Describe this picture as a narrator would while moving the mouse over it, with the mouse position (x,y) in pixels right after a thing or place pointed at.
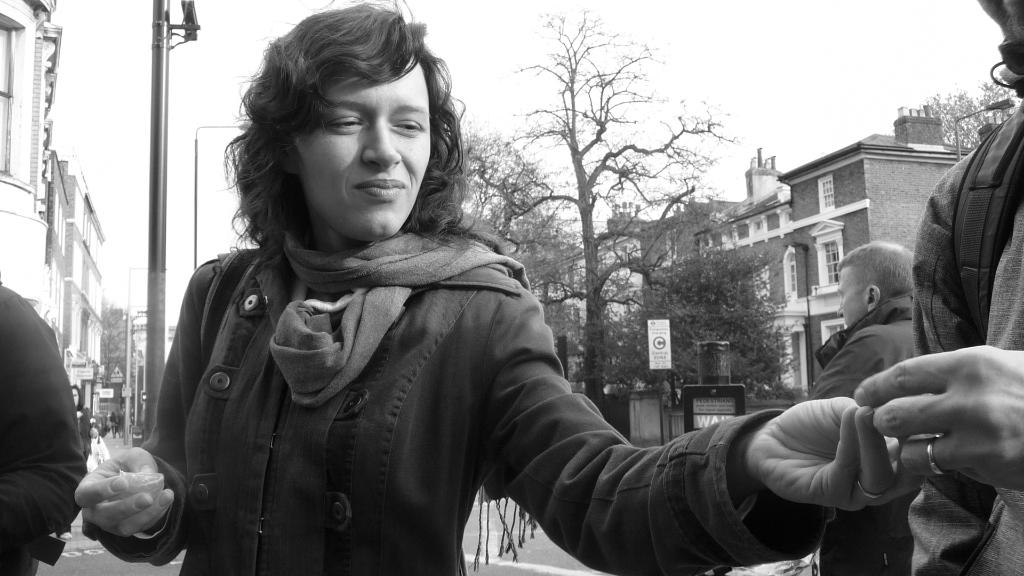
In the given image i can see a lady (362,352) holding an object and behind her i can see people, trees (733,304), buildings (794,268), electrical pole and in the background (725,178) i can see the sky (140,63).
